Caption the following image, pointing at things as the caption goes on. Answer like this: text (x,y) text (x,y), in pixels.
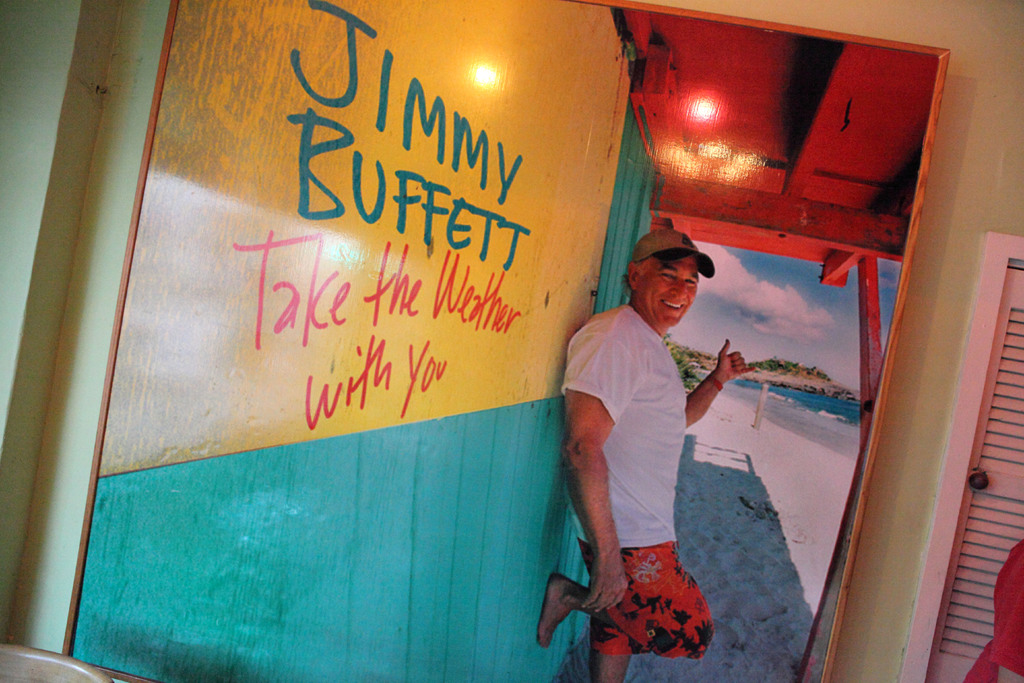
In this image we can see there is a person (634,505) standing beside the wall (548,502). On the right side of the image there is a closed door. At the top (745,199) there is a wooden ceiling (728,230). In the background (742,256) there is a beach (800,522), trees (686,362) and sky (809,317).
